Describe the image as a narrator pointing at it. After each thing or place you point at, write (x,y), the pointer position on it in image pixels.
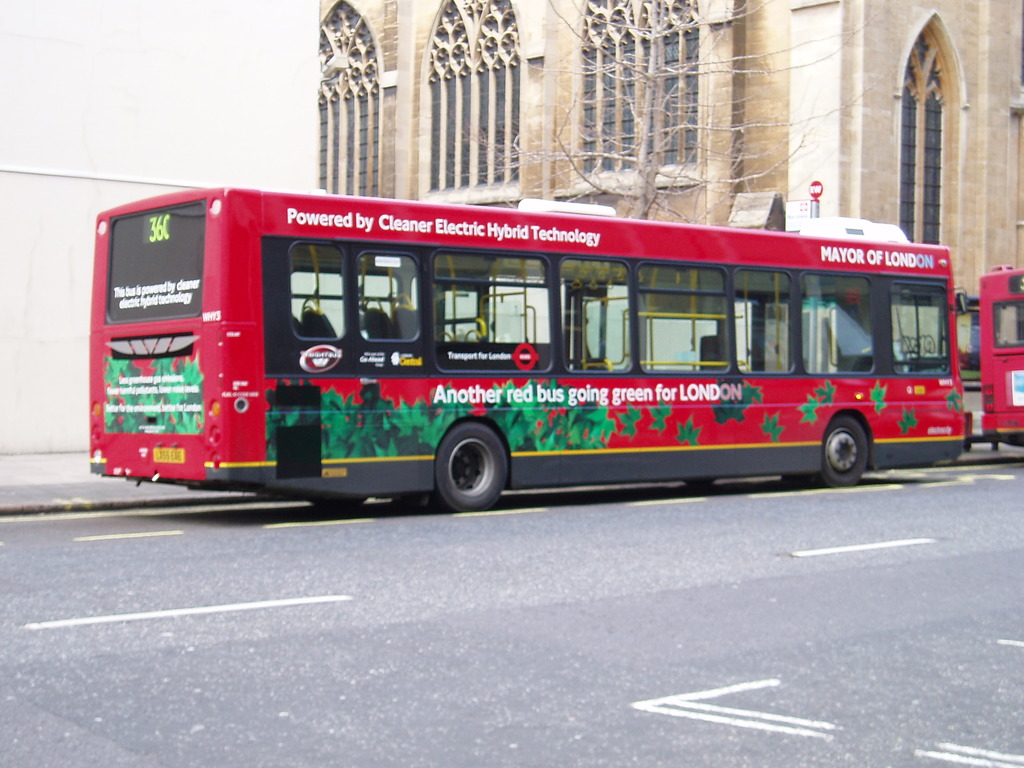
This is an outside view. In the middle of the image (539,355) there are two buses (847,411) on the road (567,564). In the background (678,80) there is a building (692,134) and a tree (611,119). On the left side (63,156) there is a wall (118,85). On the bus (378,324), I can see some text (466,390) and a painting (430,423) of leaves (533,425).
